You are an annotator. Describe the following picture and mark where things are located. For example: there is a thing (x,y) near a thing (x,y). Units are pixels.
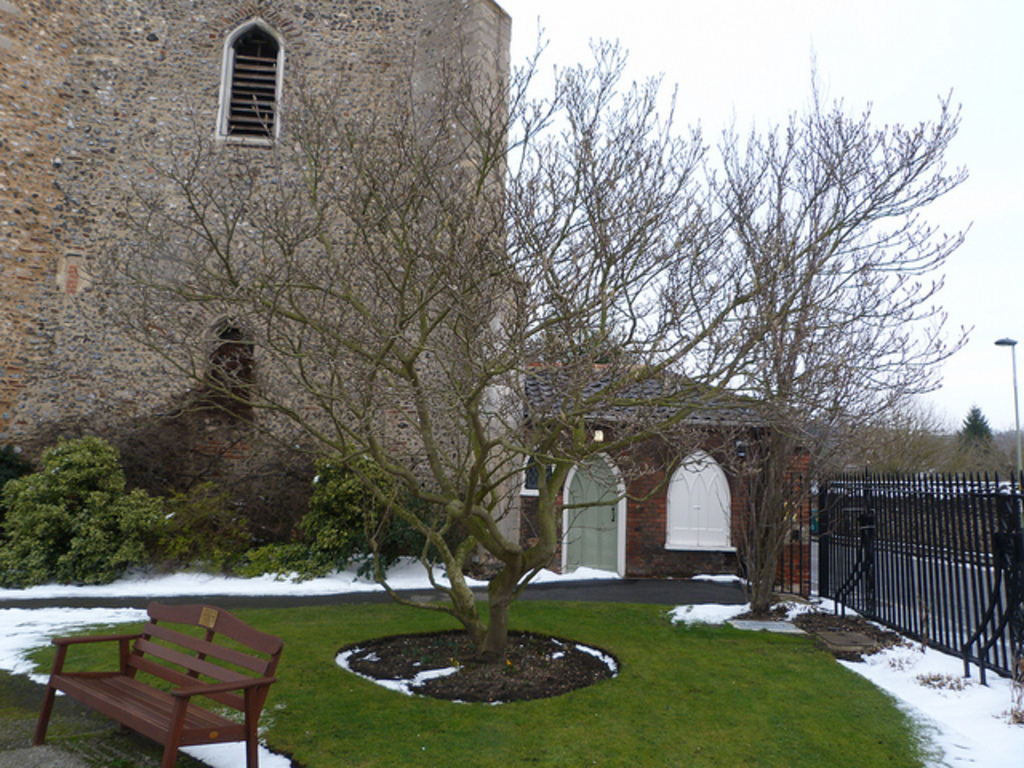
This is an outside view. It is looking like a garden (418,718). On the left side (129,699) there is a bench (134,712) and I can see the grass (640,722) in green color and also there is snow (963,712) on the ground (914,686). On the right side (908,592) there is a railing (917,544) at the back of it I can see the road (928,578). In the background (494,393) there is a building (256,331). In front of it I can see some trees (386,444). On the top of the image (780,40) I can see the sky (733,47).
